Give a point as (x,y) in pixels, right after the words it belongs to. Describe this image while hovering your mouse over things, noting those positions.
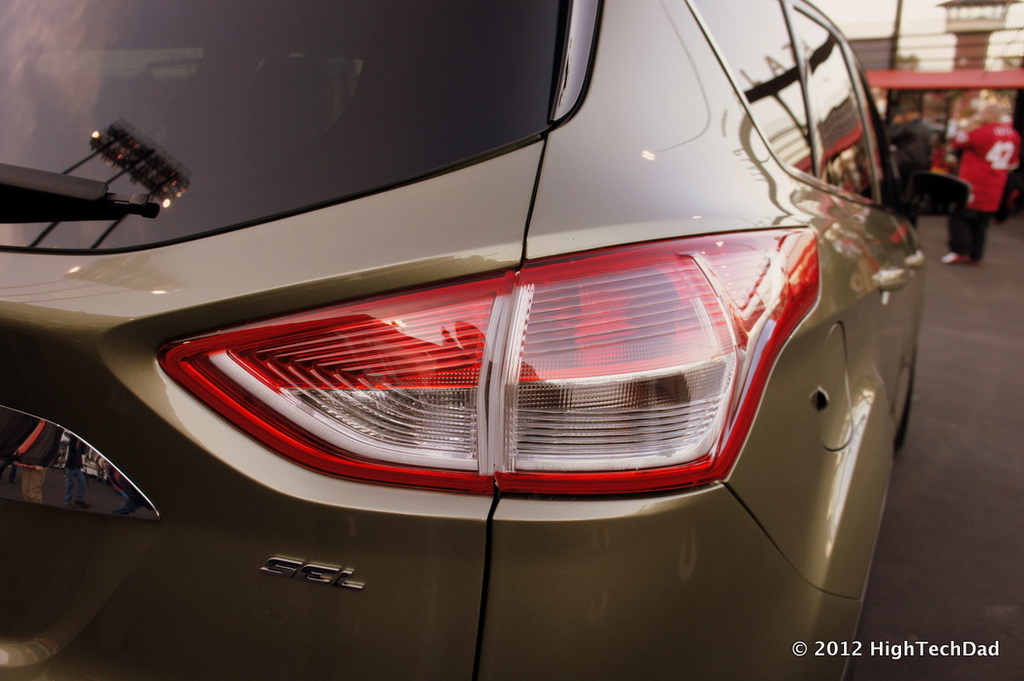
In this image there is a car (621,449). On the right (949,255) we can see a person (1006,156). In the background (1004,75) there is a building (884,47).
